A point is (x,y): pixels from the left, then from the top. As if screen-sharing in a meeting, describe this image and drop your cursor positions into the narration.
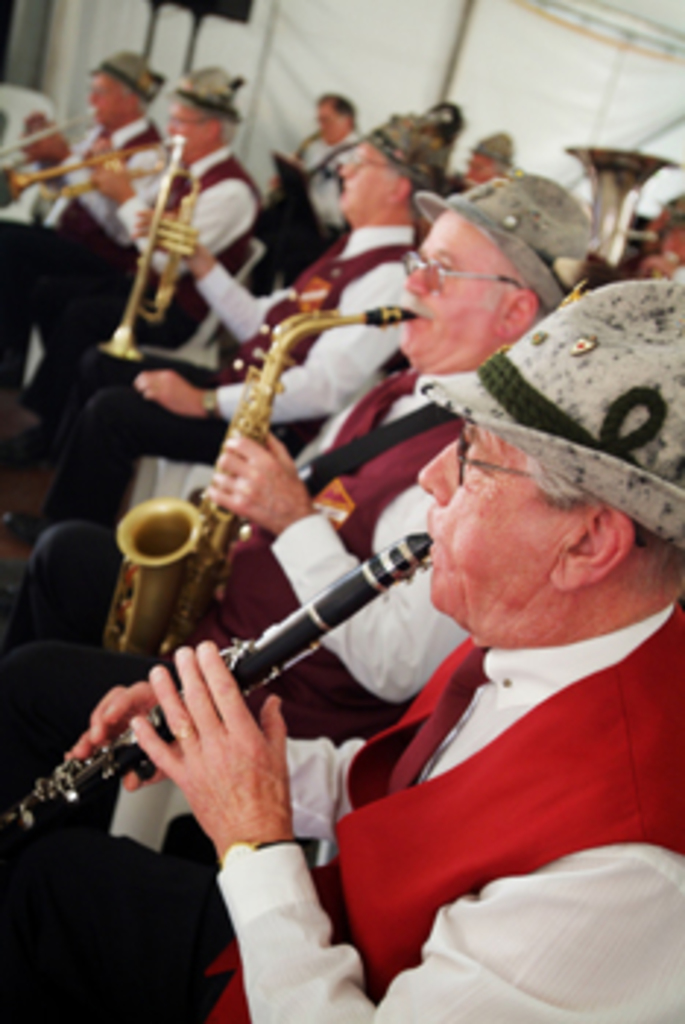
In the picture I can see few persons (460,229) wearing hats (430,218) are playing musical instruments (314,640).
